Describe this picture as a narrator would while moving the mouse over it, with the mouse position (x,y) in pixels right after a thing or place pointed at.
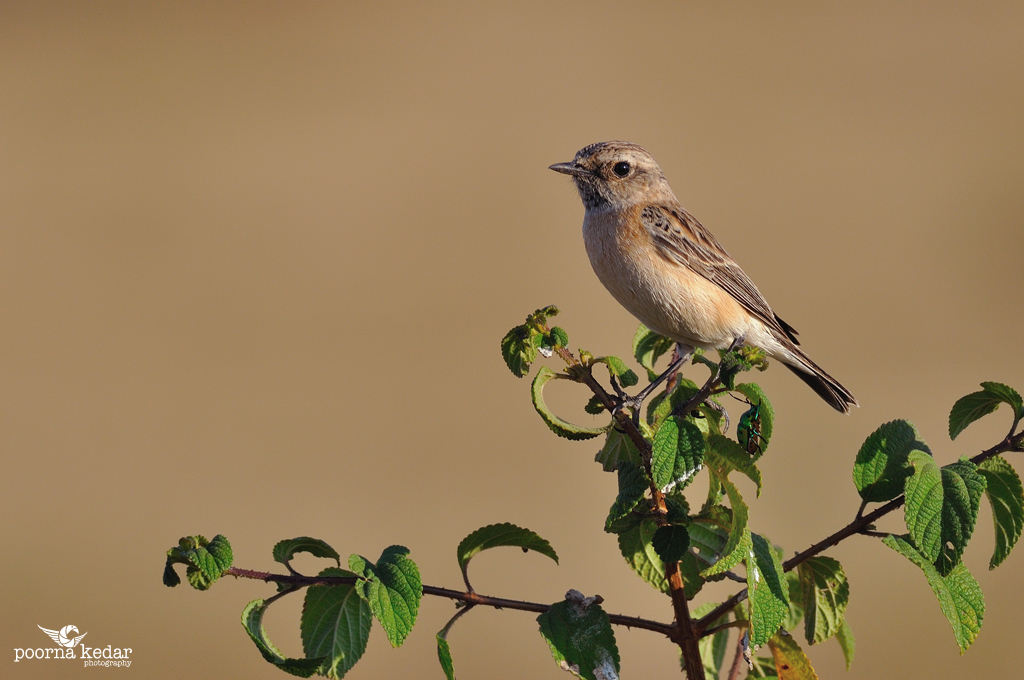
In this image we can see a bird (648,311) on the plant (700,355).
